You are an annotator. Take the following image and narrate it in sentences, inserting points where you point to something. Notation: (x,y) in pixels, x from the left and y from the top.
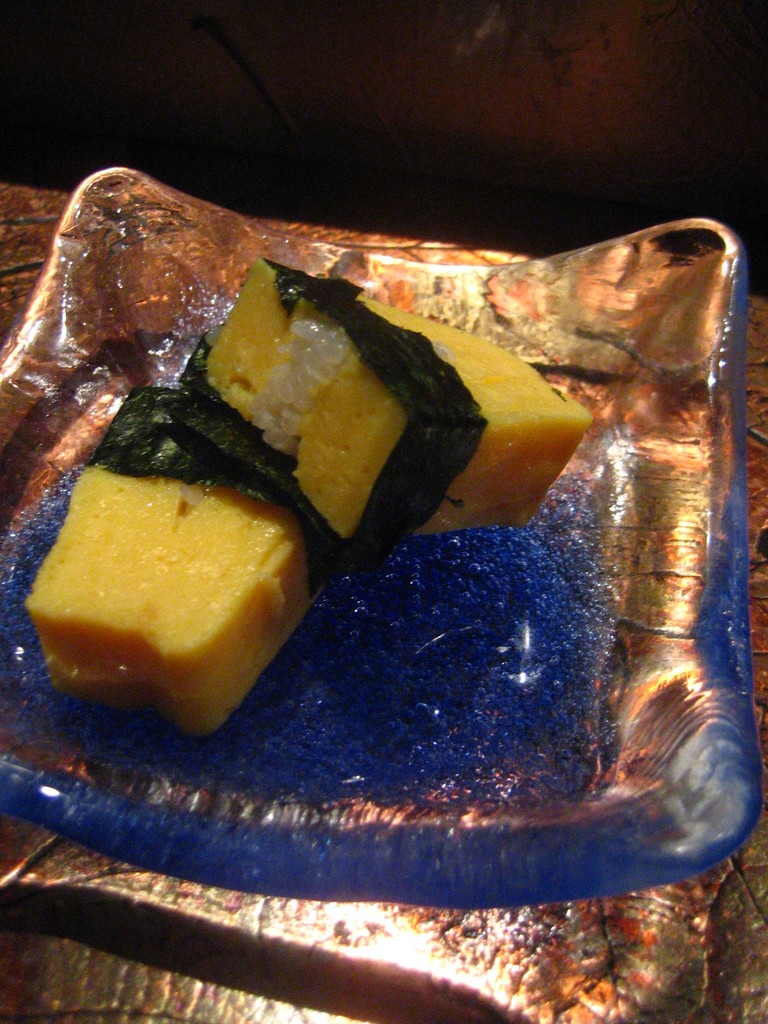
In this picture we observe a blue glass plate (419,648) and there are two egg sushi pieces (370,514) on it.
